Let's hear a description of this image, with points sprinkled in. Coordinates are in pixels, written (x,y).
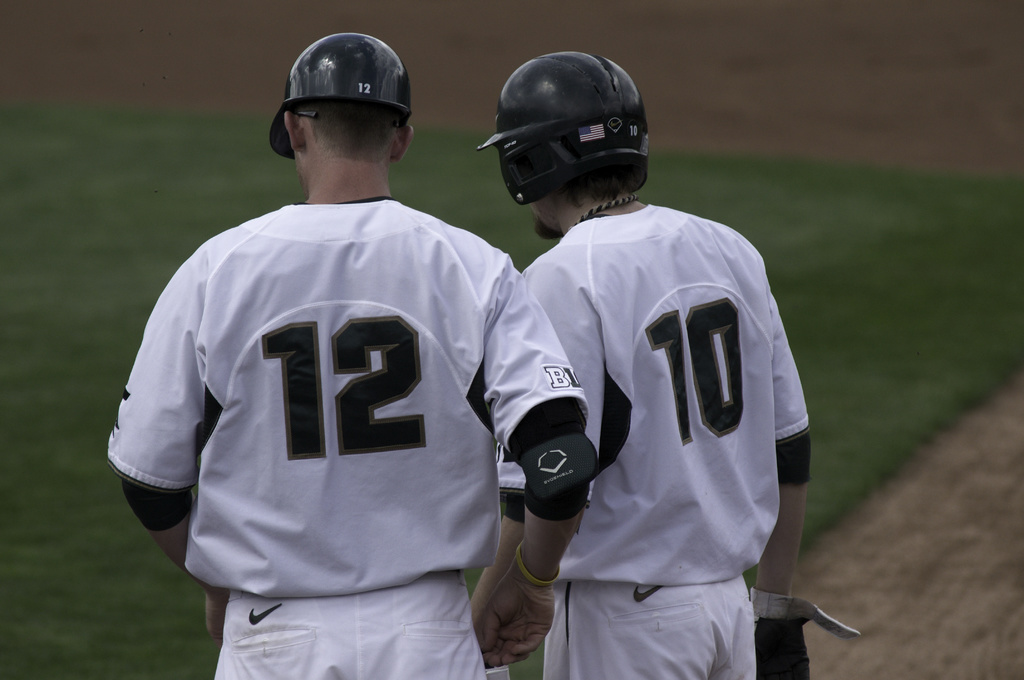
In this image we can see two persons (503,376), two of them are wearing helmets (512,189), there is a grass (821,319), and the background (877,114) is blurred.
